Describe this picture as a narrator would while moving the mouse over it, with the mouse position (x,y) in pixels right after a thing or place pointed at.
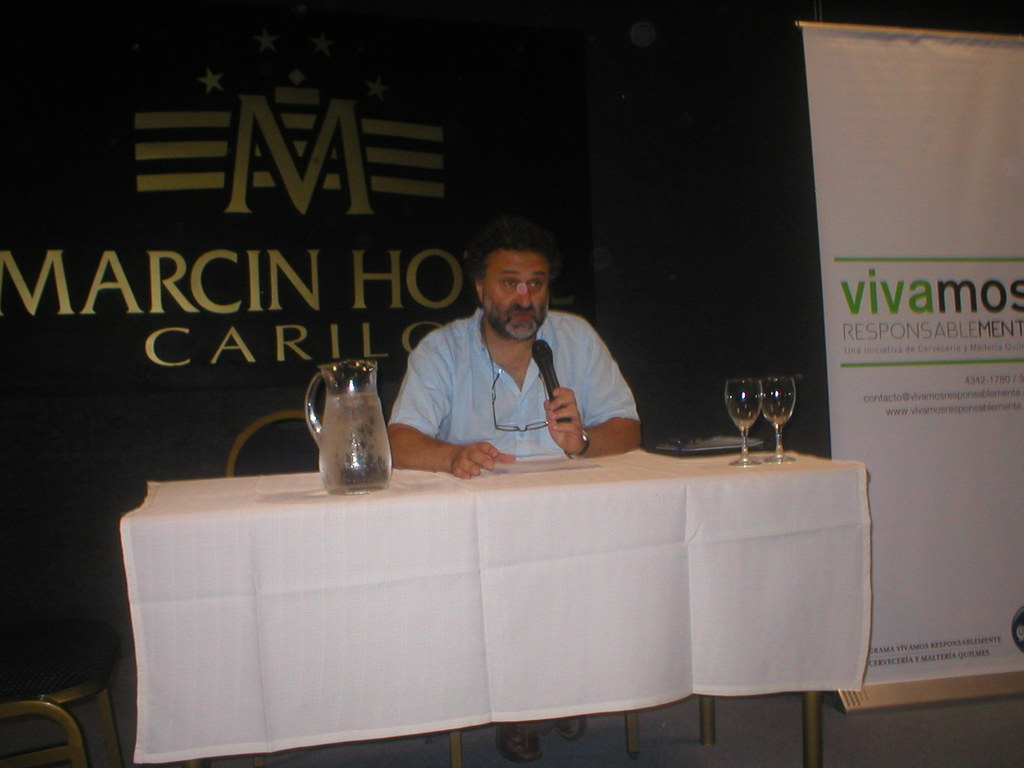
a person (420,397) sitting on a chair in front of a table (493,515) with the microphone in his hand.
